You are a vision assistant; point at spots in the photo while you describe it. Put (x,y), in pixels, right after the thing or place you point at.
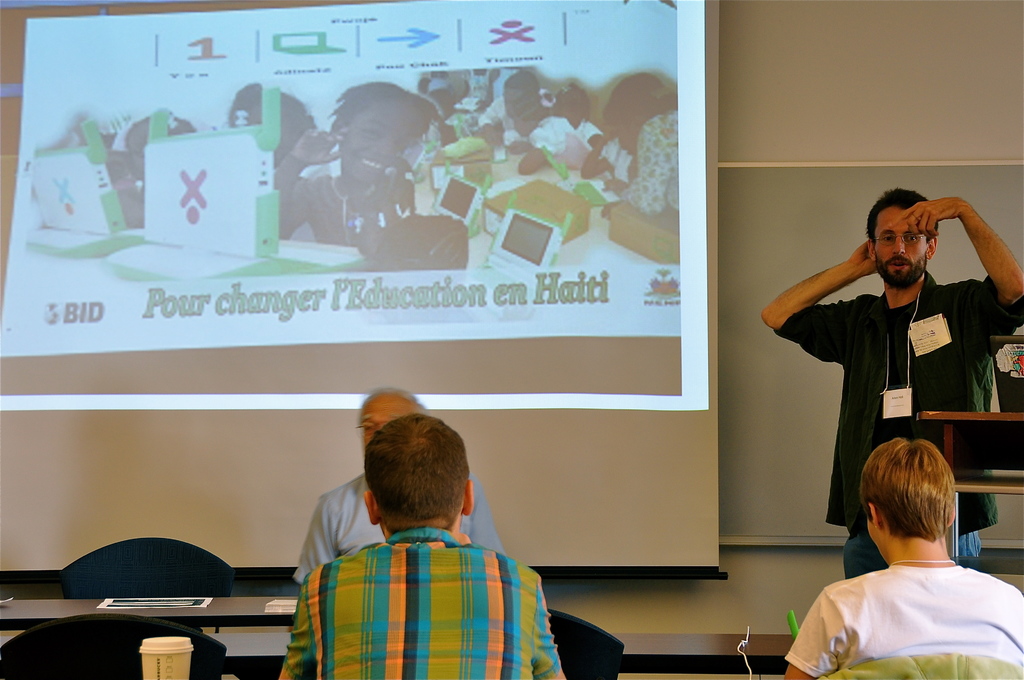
In this image, we can see four persons (484,552). Here three persons (968,625) are sitting. At the bottom of the image (780,644), we can see chairs (154,626), tables (167,609) and few things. On the right side of the image (899,331), we can see a person (884,380) is standing and talking. Here there is a laptop (1009,365) on the object (1018,429). Background (420,330) we can see screen (440,333) and wall (767,235).
